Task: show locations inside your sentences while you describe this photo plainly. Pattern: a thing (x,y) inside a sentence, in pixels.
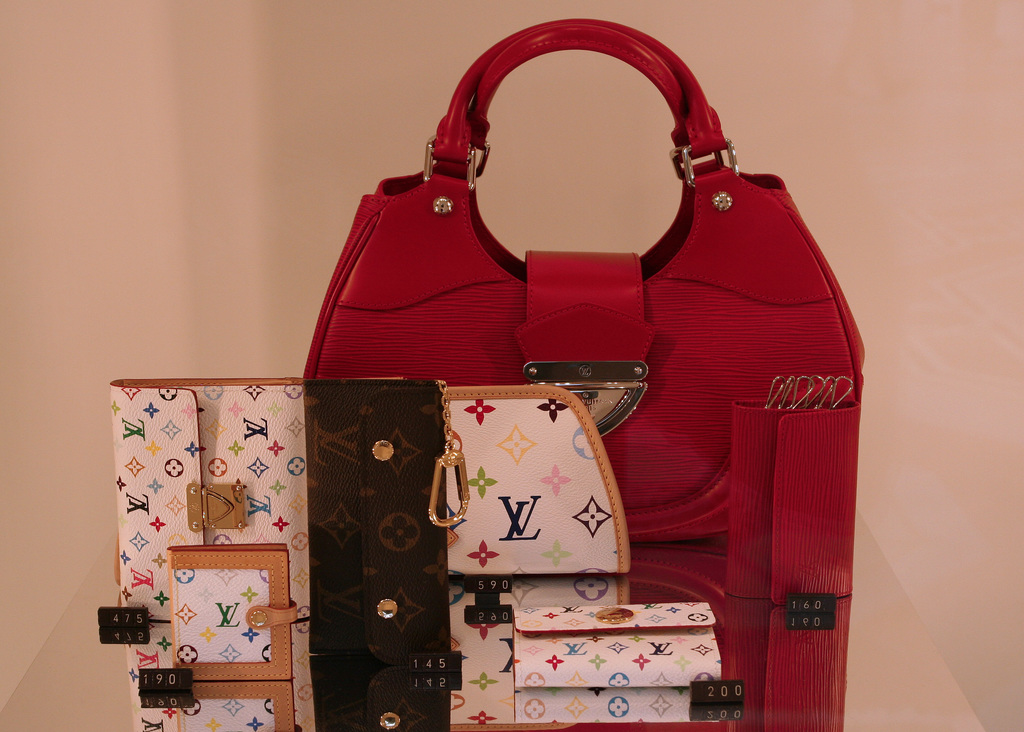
In this picture we can see a red color bag (402,332) and some more bag (305,573) here it is box type with chains (467,487).
